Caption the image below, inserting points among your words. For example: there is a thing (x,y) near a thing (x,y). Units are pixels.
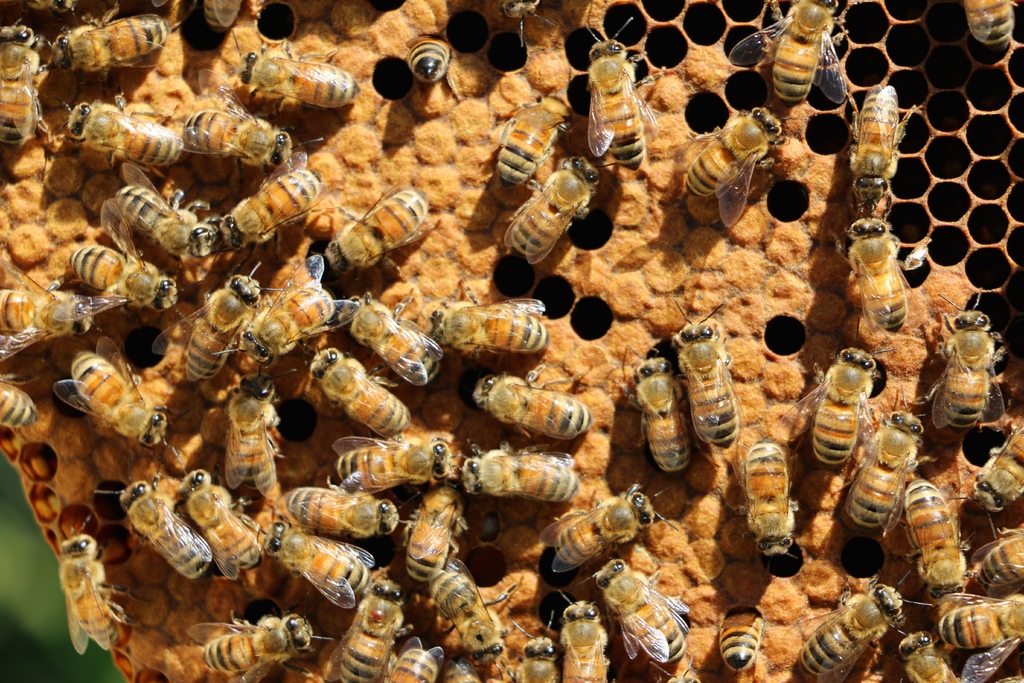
As we can see in the image there are group of insects (604,580).
